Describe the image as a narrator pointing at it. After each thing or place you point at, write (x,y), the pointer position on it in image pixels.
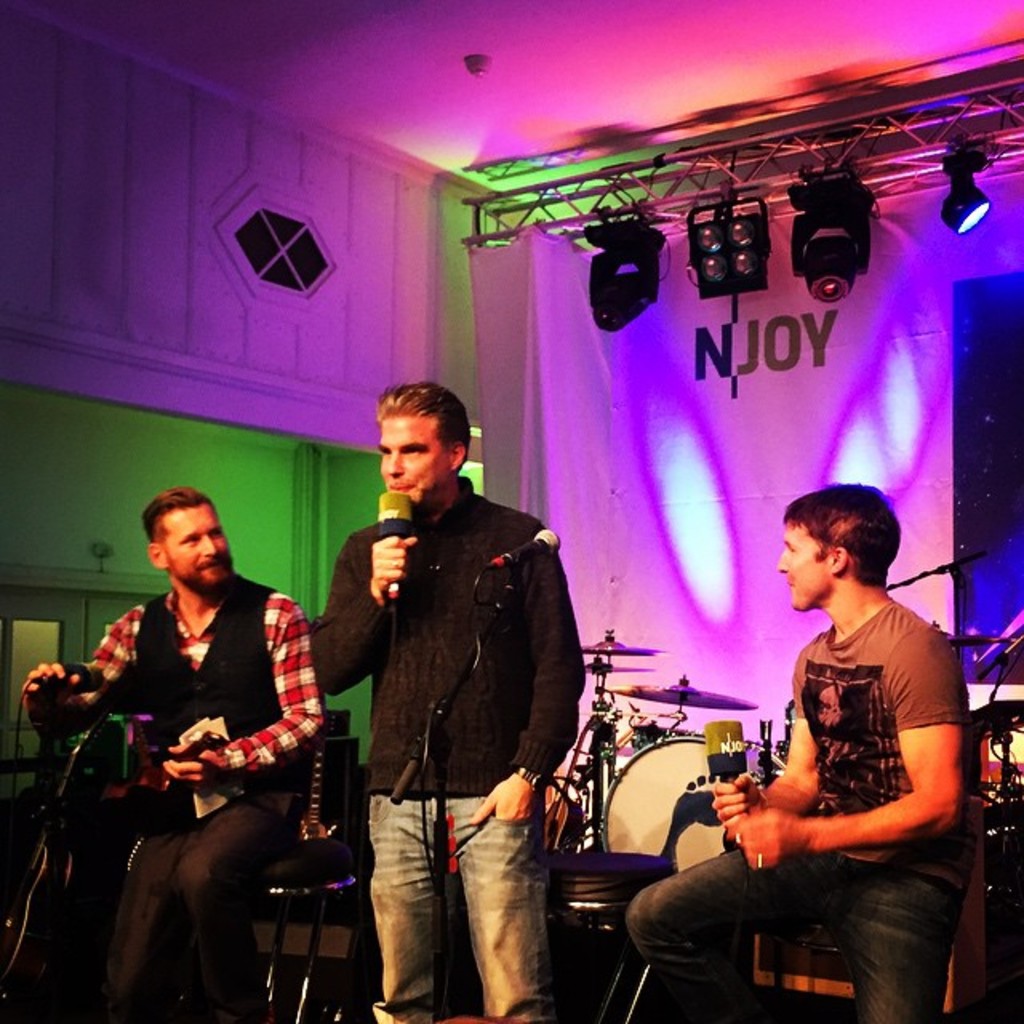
In this image there is one person (446,616) who is standing and he is holding a mike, in front of him there is another mike (419,764) and on the right side (847,688) and left side (212,668) there are two persons (734,789) who are sitting. And we could see some musical instruments (693,765) like guitar (546,798) and some drums (700,742), in the background (782,433) there is a curtain (616,336), lights (841,282) and a wall (245,395). At the top (312,41) there is ceiling (568,52).
